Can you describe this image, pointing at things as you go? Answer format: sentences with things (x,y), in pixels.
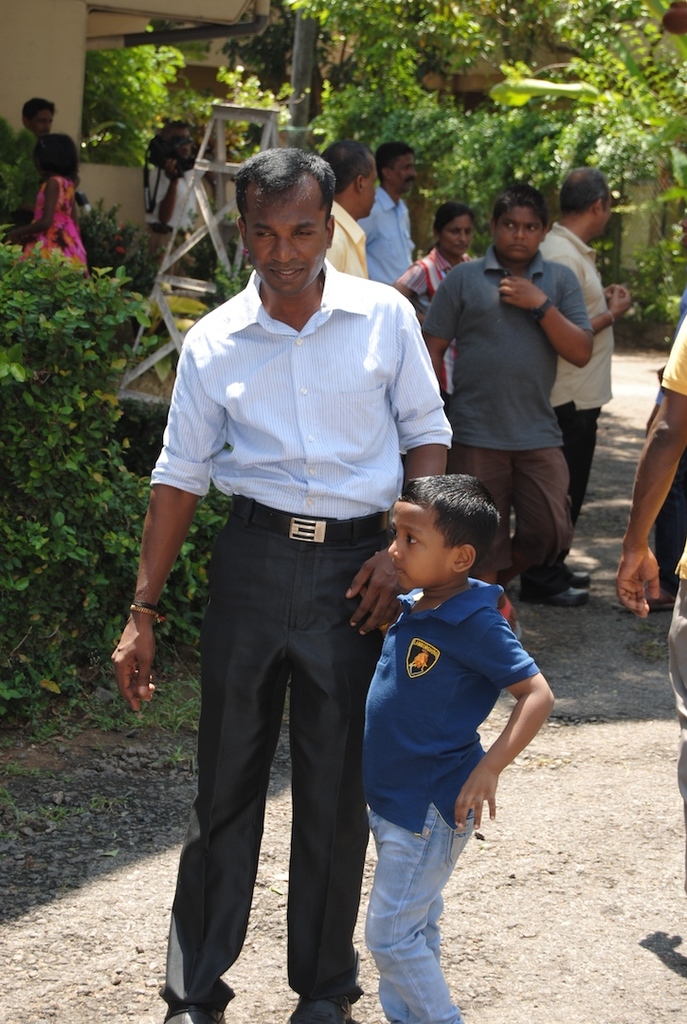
There is a man (238,748) standing, beside this man (230,745) we can see a boy (431,860). in the background (181,613) we can see plants (675,176), people (345,156), ladder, wall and trees (148,88).
